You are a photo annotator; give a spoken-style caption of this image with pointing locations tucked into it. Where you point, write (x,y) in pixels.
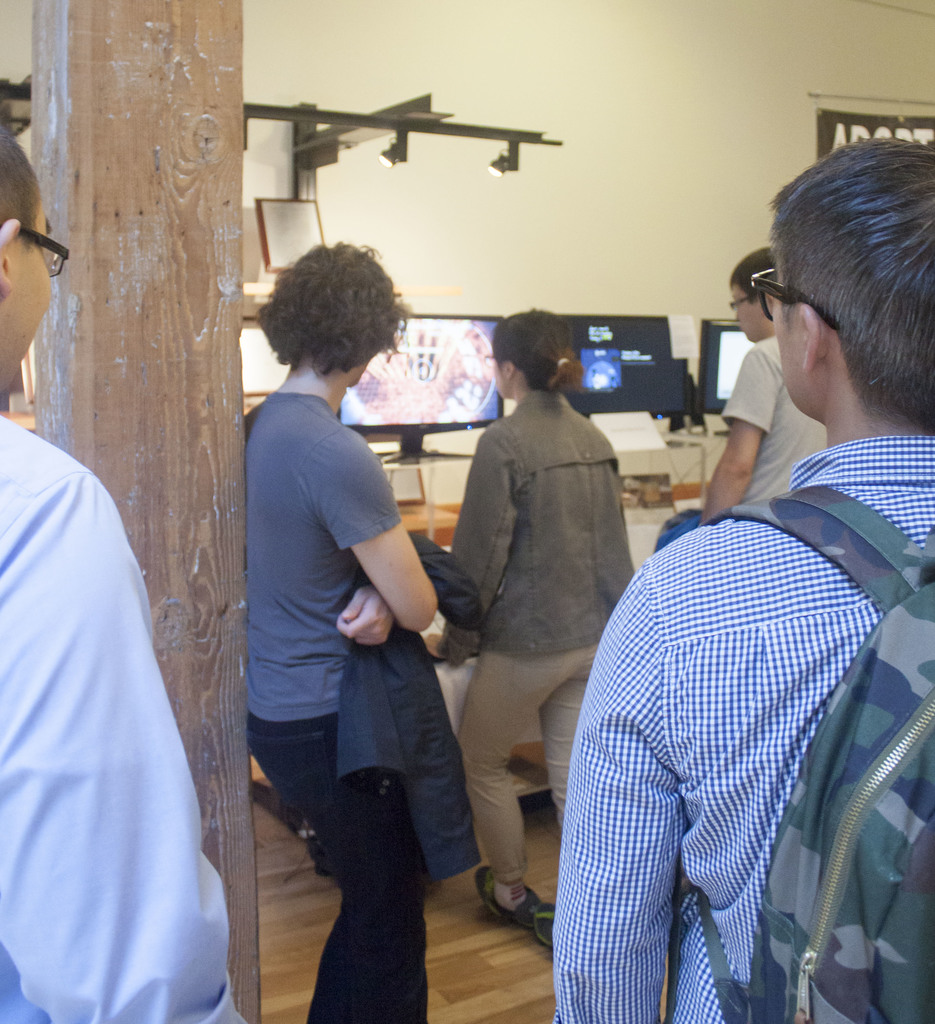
In this image we can see some group of persons (519,740) standing and in the background of the image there are some monitors (414,459) and there is a wall (662,22).
